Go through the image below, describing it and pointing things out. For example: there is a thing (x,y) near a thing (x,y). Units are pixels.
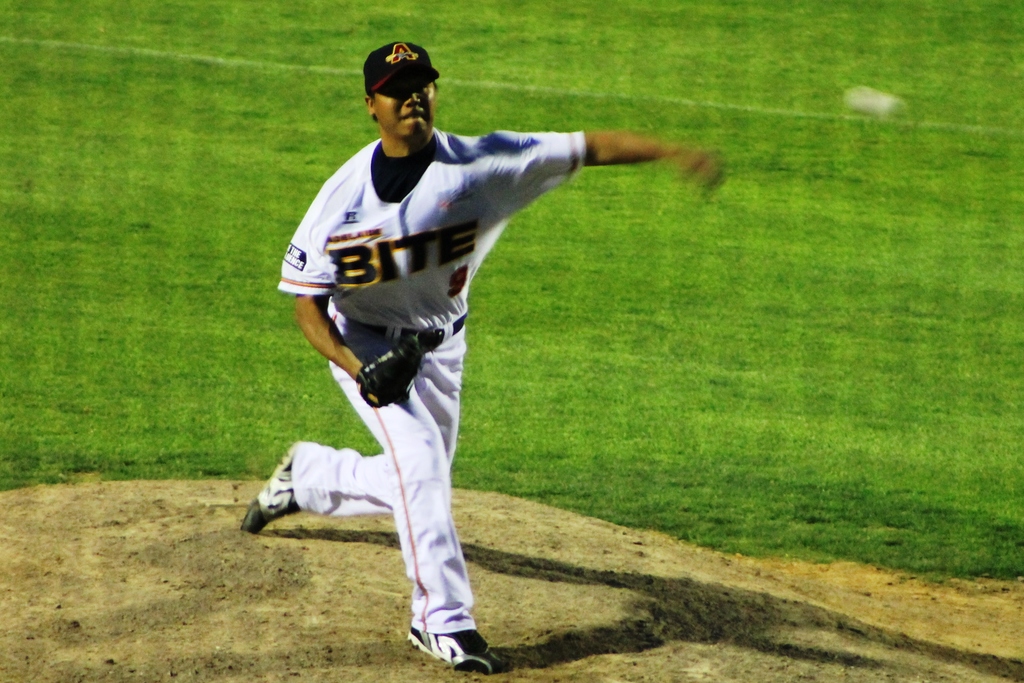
In this image in the center (426,420) there is one person (416,368) who is throwing a ball (886,113), at the bottom (324,566) there is grass (869,557) and sand (698,612).
